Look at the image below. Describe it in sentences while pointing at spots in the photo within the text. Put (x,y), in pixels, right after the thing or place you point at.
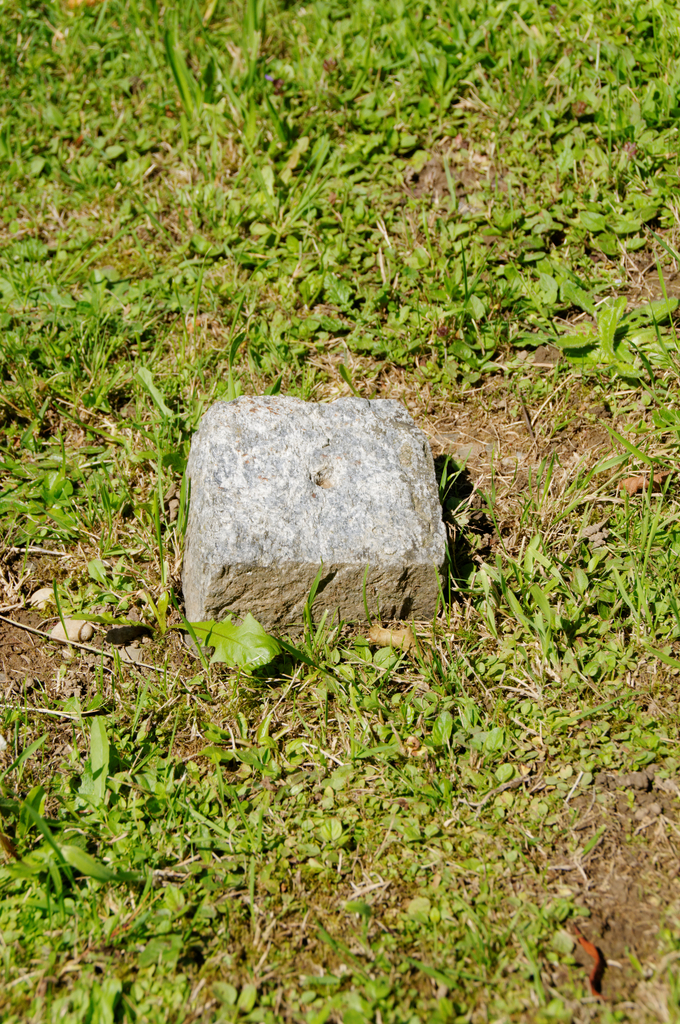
In the picture we can see a grass path (517,959) and some plant saplings (97,999) and a rock (386,612) which is in a cube shaped and white in color with some part (319,610) gray in color.
